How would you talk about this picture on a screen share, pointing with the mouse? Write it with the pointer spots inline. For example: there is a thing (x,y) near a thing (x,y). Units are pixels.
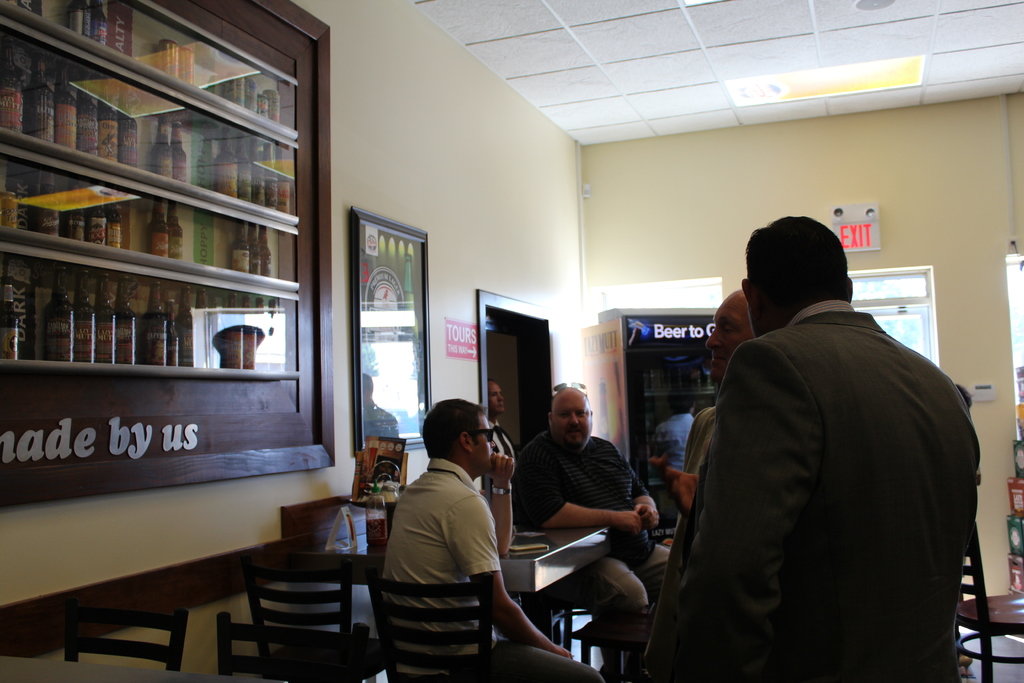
In this picture there are some people (746,470) standing and some of them were sitting in the chairs (568,620) in front of a table (558,548). There is a shelf (178,421) in which some bottles (105,306) were placed here. In the background (381,310) there is a photograph (391,368), photo frame (398,326) attached to the wall (426,187). There is a door (514,357) here.
